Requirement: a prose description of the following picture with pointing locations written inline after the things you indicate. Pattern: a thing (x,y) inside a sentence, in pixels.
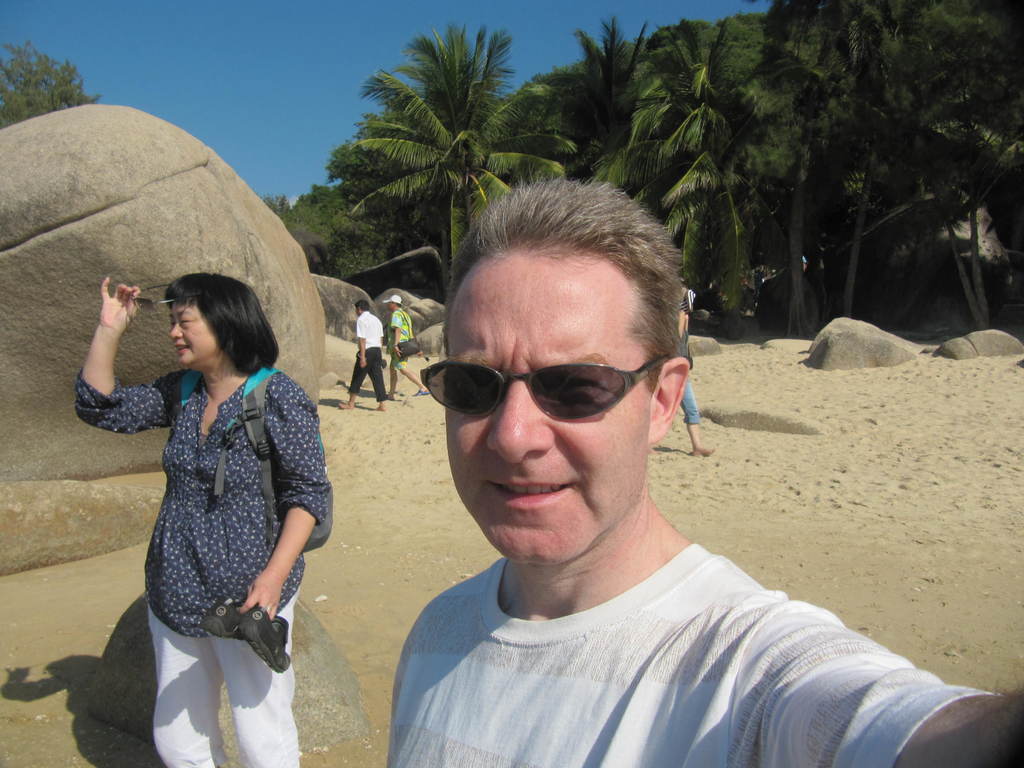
In the image we can see there are people (468,402) standing on the ground (912,576) and there is sand (667,480) on the ground (1008,507). The man (555,407) is wearing sunglasses (606,411) and the woman (248,667) is holding shoes (240,625) in her hand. There is a rock hill (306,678) and behind there are lot of trees (804,111).
